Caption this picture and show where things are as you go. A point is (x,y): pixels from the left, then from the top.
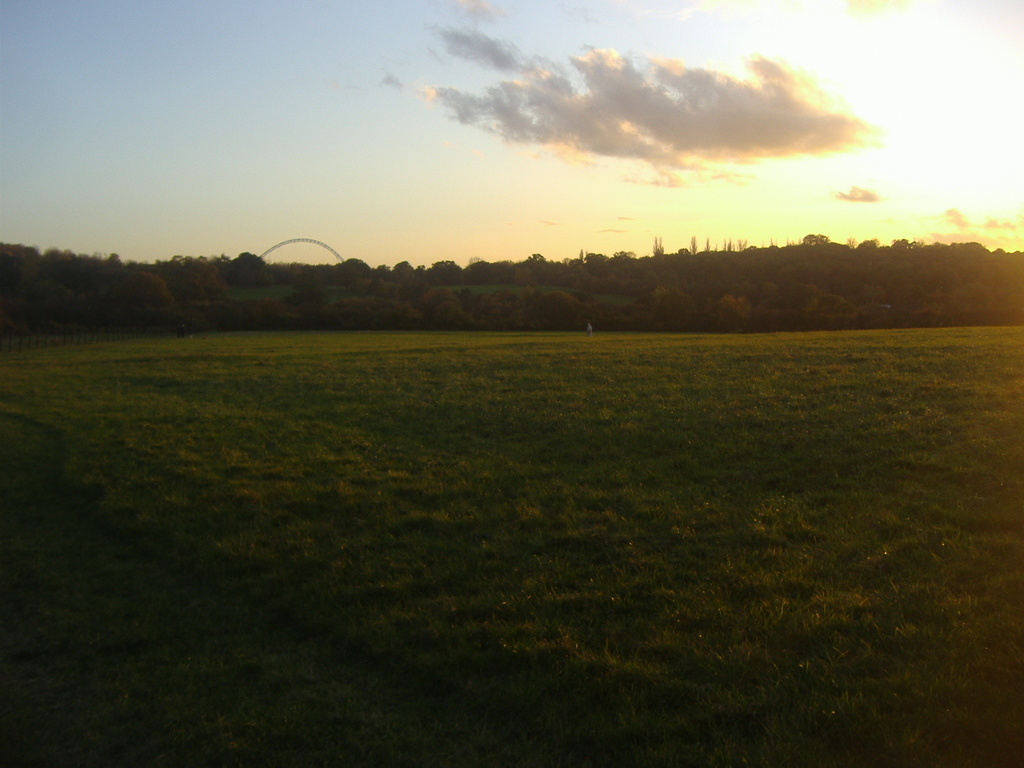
In this image there are few trees (564,307) on the grassland (493,565). Top of image (312,164) there is sky (189,143) with some clouds (707,119).
